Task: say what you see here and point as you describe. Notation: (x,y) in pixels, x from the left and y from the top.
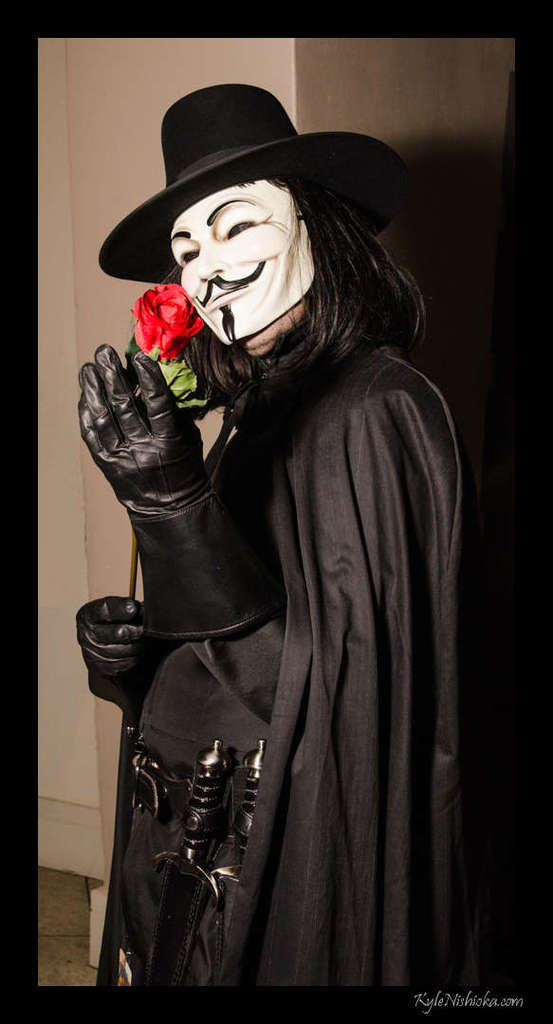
In this image we can see a person (249,393) wearing a black dress (246,662), gloves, face mask (252,196) and hat (296,138) is holding a red color flower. In the background (486,592), we can see the pillar (272,89). Here we can see the watermark (453,1000) on the bottom right side of the image (439,1001).
